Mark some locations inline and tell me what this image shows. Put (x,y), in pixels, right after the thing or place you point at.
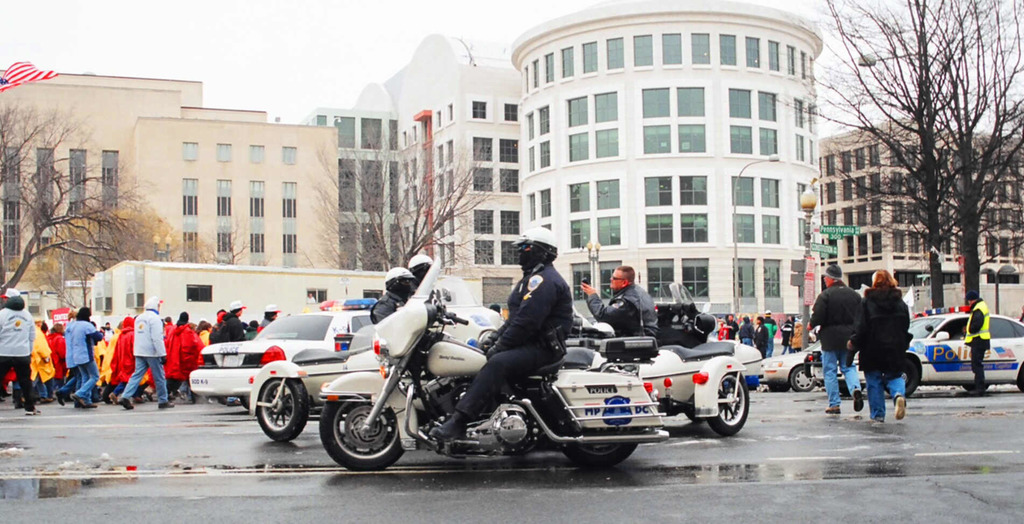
In this image we can see the police vehicles (741,393) on the road (353,488). We can also see the policeman (535,368). In the background (12,359) we can see many people (733,333) walking on the road (73,418). We can also see the buildings (695,273), trees (435,226), light pole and some other pole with information boards (812,283). Sky (274,112) is also visible. On the left (23,68) there is a flag (11,73).
